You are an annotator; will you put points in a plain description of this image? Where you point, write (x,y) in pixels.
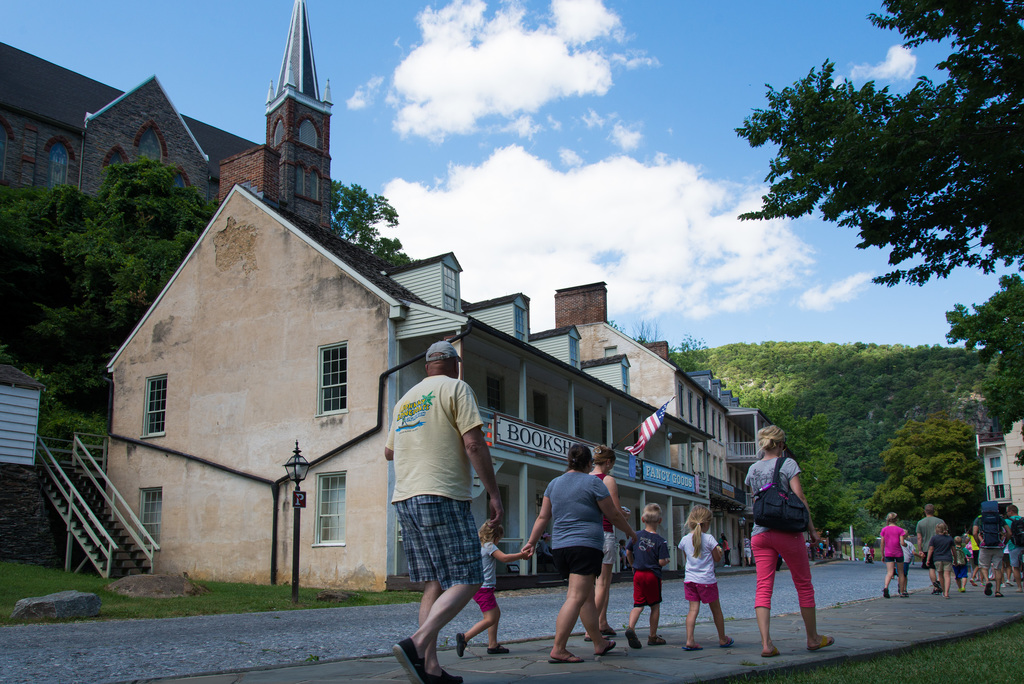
This image is clicked on the road (336,633). Beside the road (515,620) there is a walkway (707,624). There are many people (683,555) walking on the walkway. On the other side of the road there are buildings (316,299). There are boards (526,446) with text (541,437) on the buildings (648,456). There is a flag (658,412) on the building (672,408). At the top (554,84) there is the sky (581,53). Behind the buildings (187,306) there are trees (376,216). In the background (864,431) there are mountains (810,400). There are trees (867,390) on the mountains (894,412).
